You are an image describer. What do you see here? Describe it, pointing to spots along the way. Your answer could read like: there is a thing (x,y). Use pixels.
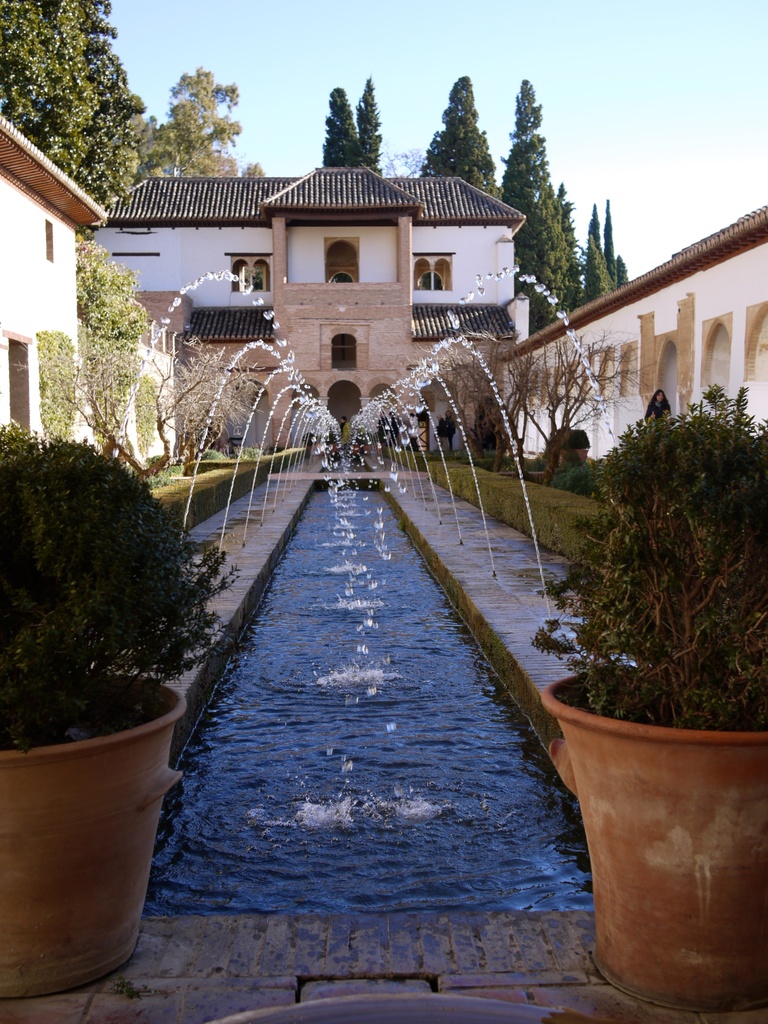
As we can see in the image there is water (324,621), plants (716,587), pots (710,854), trees (193,166) and buildings (381,347). At the top (387,60) there is sky (345,60).
